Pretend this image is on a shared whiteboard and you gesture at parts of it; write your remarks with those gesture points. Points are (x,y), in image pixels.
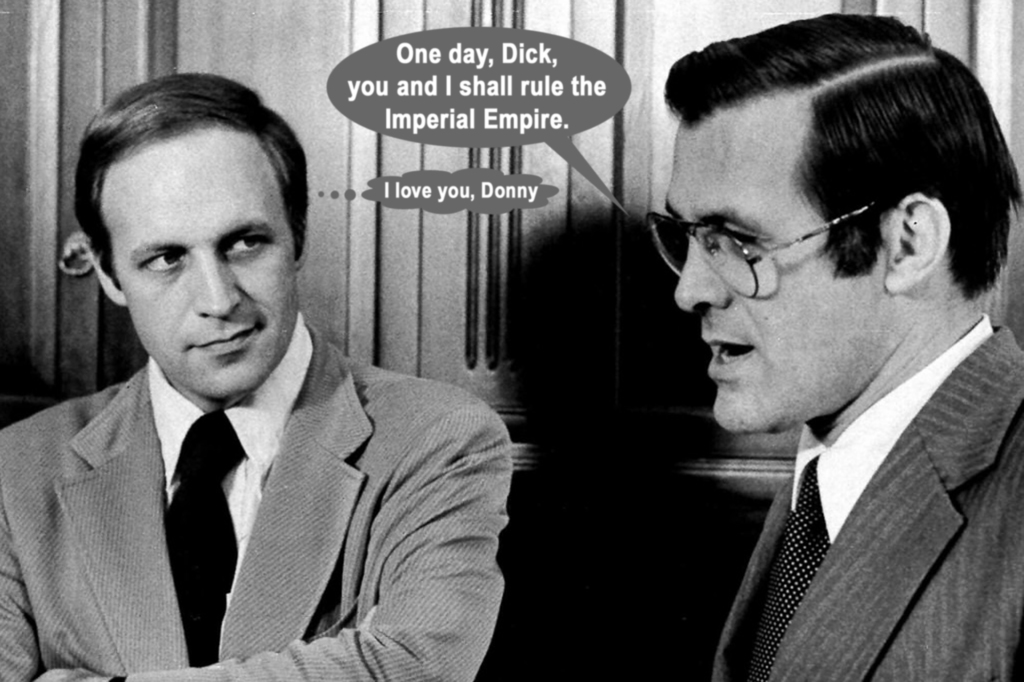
In this image I can see a poster (464,518). 2 people (274,443) are present, wearing suit (105,622). There is some text (475,84) written in the center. There is a wooden background (361,211) and this is a black and white image.
